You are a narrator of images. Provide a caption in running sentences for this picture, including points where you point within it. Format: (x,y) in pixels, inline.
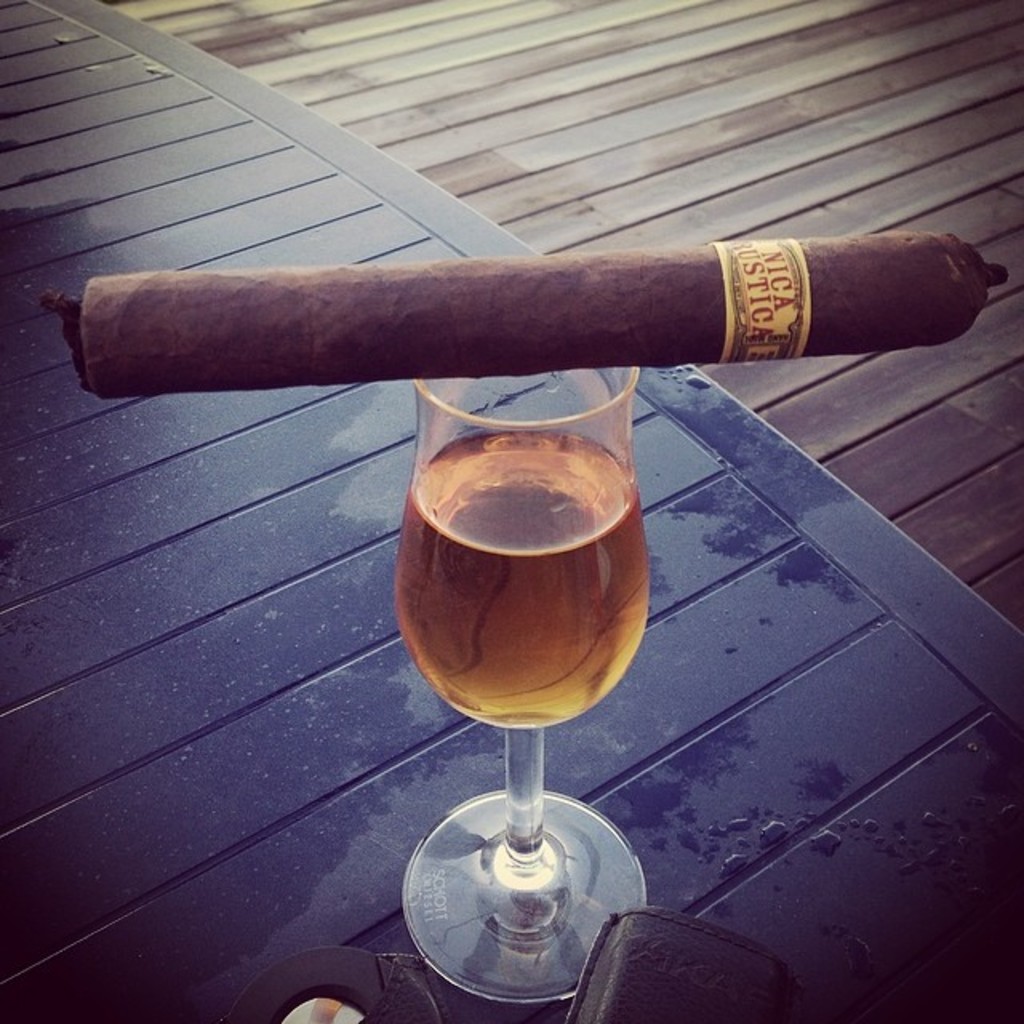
In this image there is a wine glass (520,771) on the wooden table (803,763). There is drink (563,634) in the glass (479,591). There is a cigar (413,311) on the glass (504,389). Beside the table (390,182) there is a wooden floor (632,137). At the bottom (648,989) there are objects (400,1001) on the table (488,1003).
